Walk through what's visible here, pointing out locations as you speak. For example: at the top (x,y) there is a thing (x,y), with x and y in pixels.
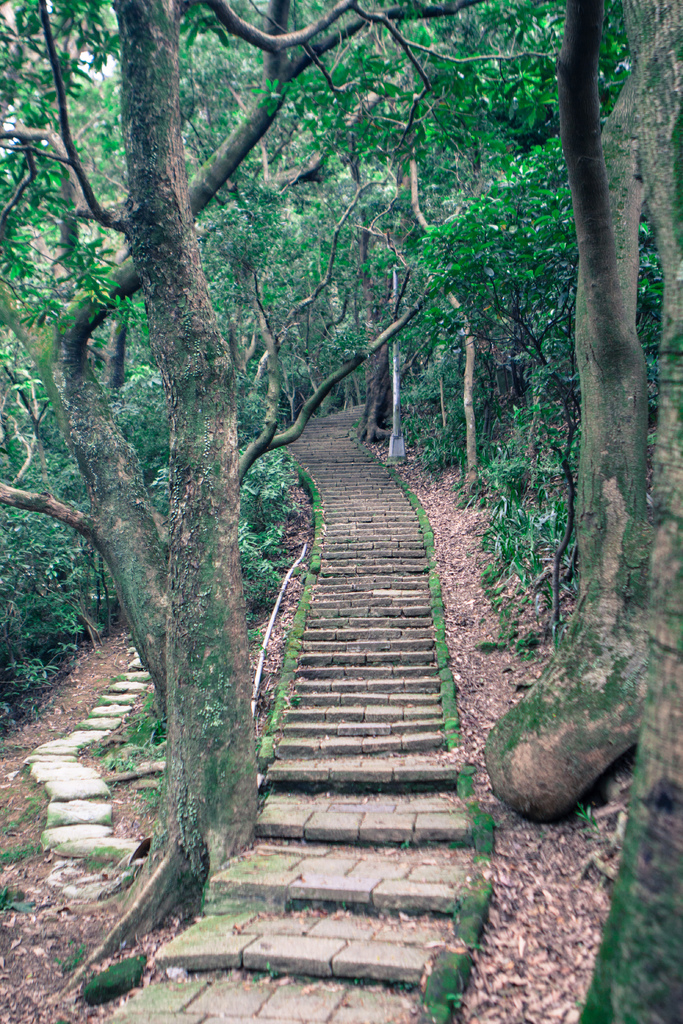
In the center of the image (415,681) we can see the staircase (384,699). We can also see some stones (45,779), the bark (652,813) of the trees (635,690), a pole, some dried leaves (428,482) and a group of trees (430,394).
